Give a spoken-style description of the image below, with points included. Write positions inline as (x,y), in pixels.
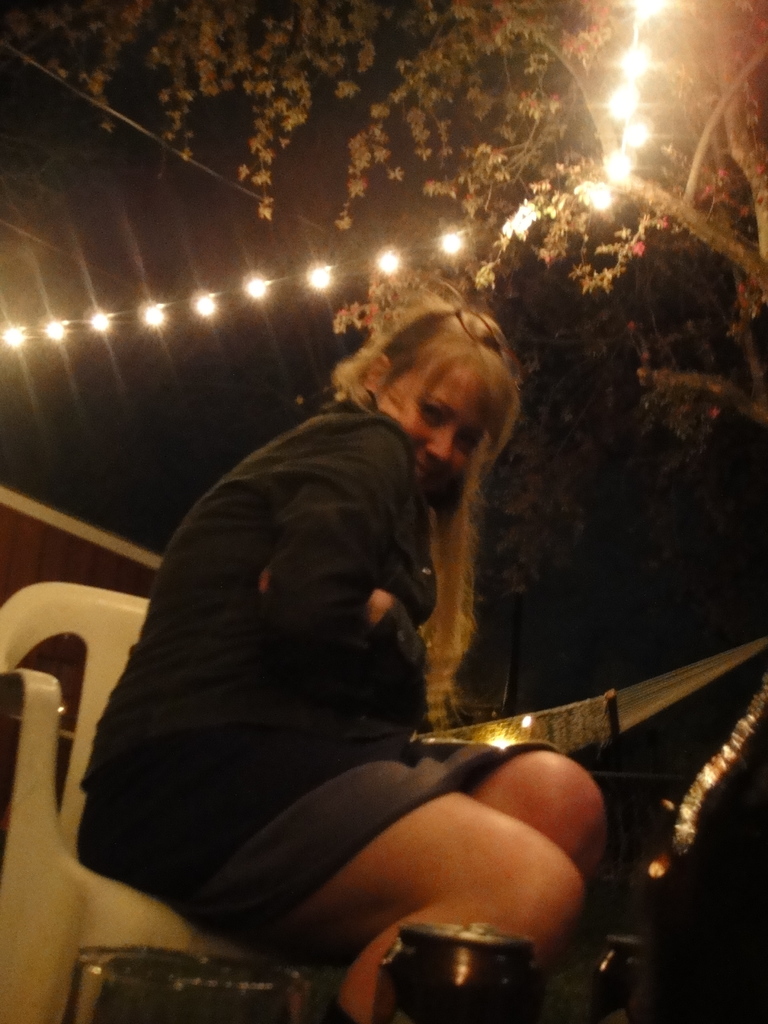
In this picture, we can see a woman (235,704) is sitting on a chair (37,860) and in front of the woman (300,718) there is a can (461,973) and behind the woman (343,687) there is a tree (593,345) with decorative lights (637,13).
